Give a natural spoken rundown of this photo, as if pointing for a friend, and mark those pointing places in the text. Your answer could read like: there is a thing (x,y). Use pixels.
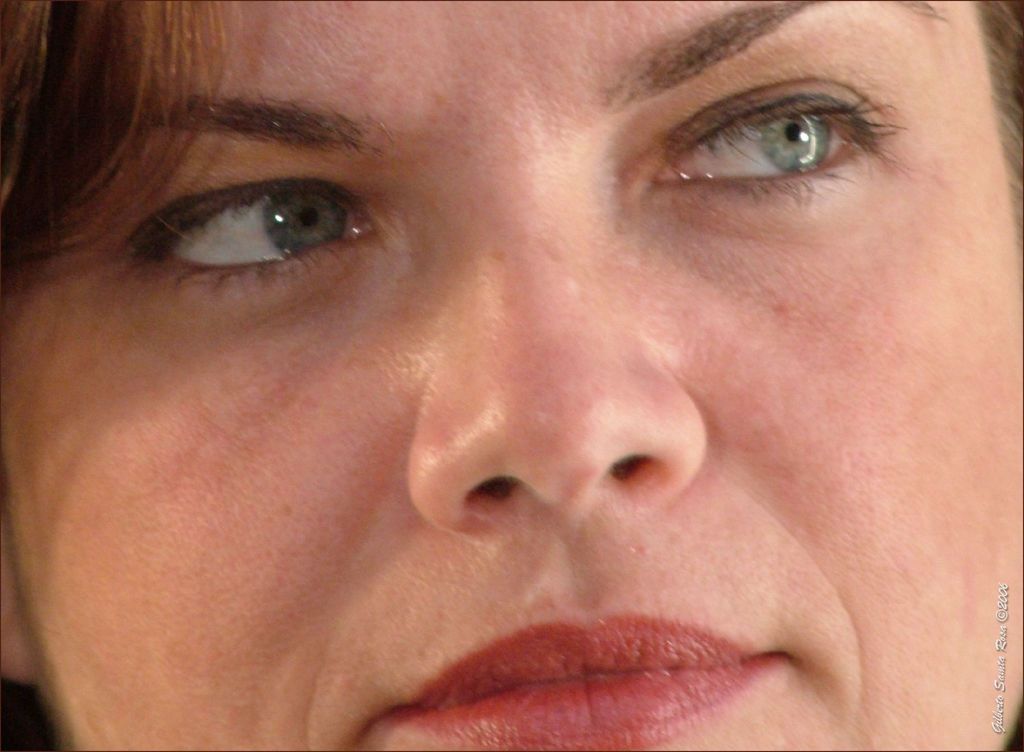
In this image we can see the face (361,220) of a person (438,248) and there is some text (999,660) on the right side of the image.
